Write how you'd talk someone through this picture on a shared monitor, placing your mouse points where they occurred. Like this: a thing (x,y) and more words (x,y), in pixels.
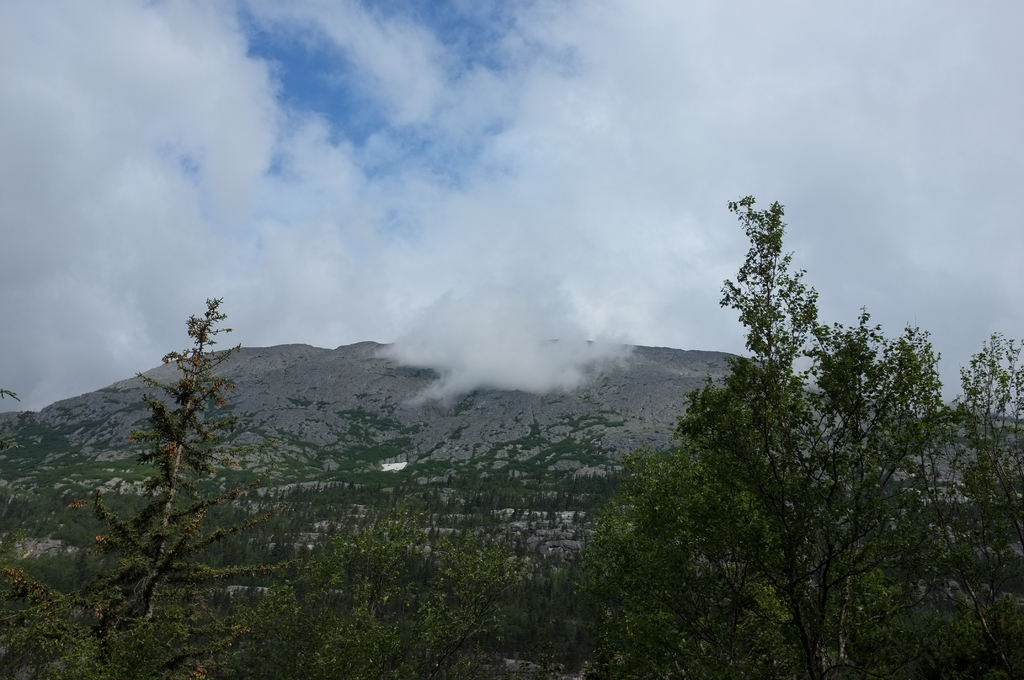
In this image we can see a group of trees (598,667), the hills (389,405) and the sky (599,271) which looks cloudy.
